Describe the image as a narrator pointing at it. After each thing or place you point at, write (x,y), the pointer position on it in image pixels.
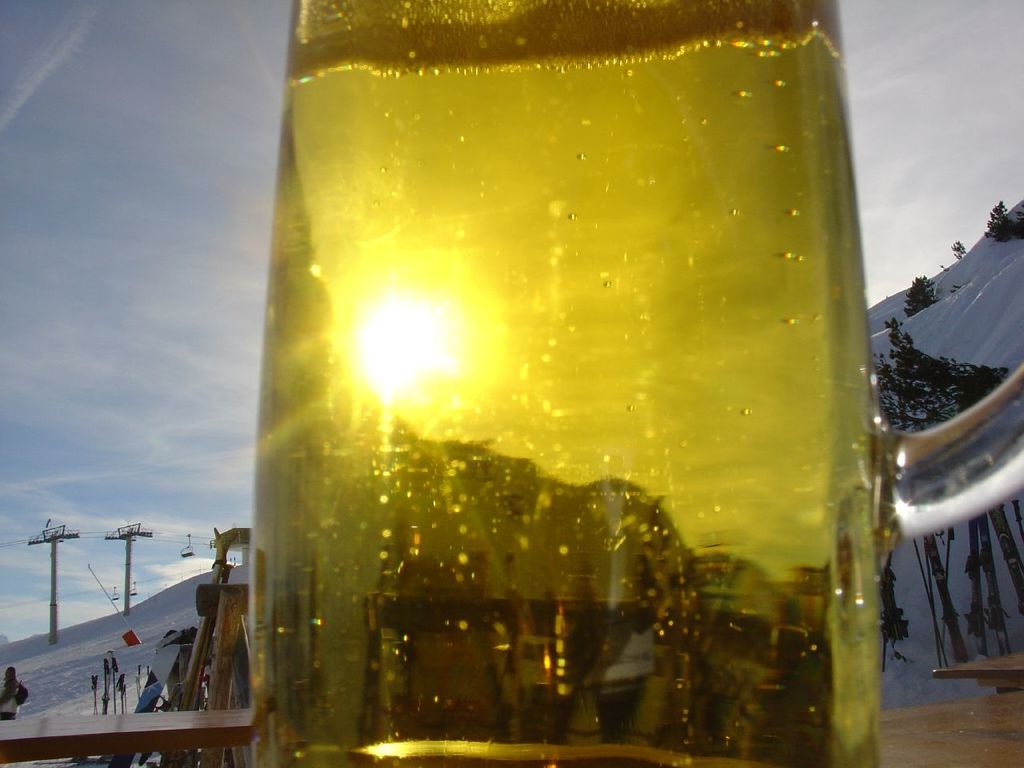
At the center of the image (498,489) there is a glass (390,528) of beer (295,659), beside that there are some objects (181,676) placed on the surface (120,667) of the snow (99,668) and there is a person (11,697) standing. In the background (52,548) there are cable cars (55,595), mountain (957,338), tree (921,352) and a sky (75,313).
